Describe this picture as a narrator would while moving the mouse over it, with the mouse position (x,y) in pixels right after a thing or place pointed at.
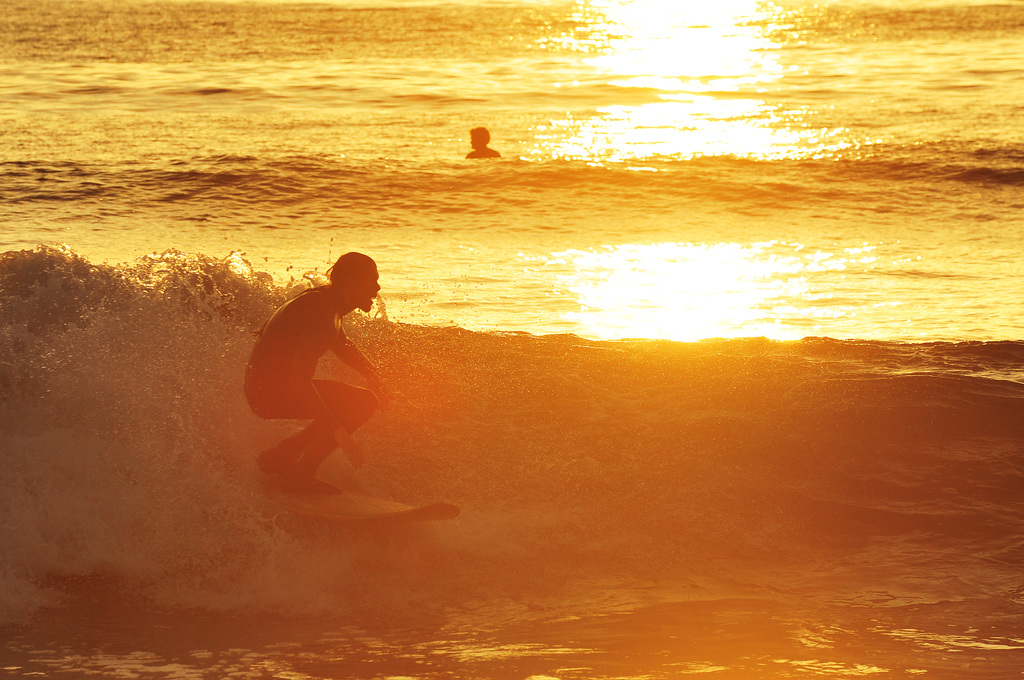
In this picture I can see a human (296,349) standing on the surfboard (338,492) and surfing on the water (709,426) and I can see another human (484,139) in the back (484,139).
